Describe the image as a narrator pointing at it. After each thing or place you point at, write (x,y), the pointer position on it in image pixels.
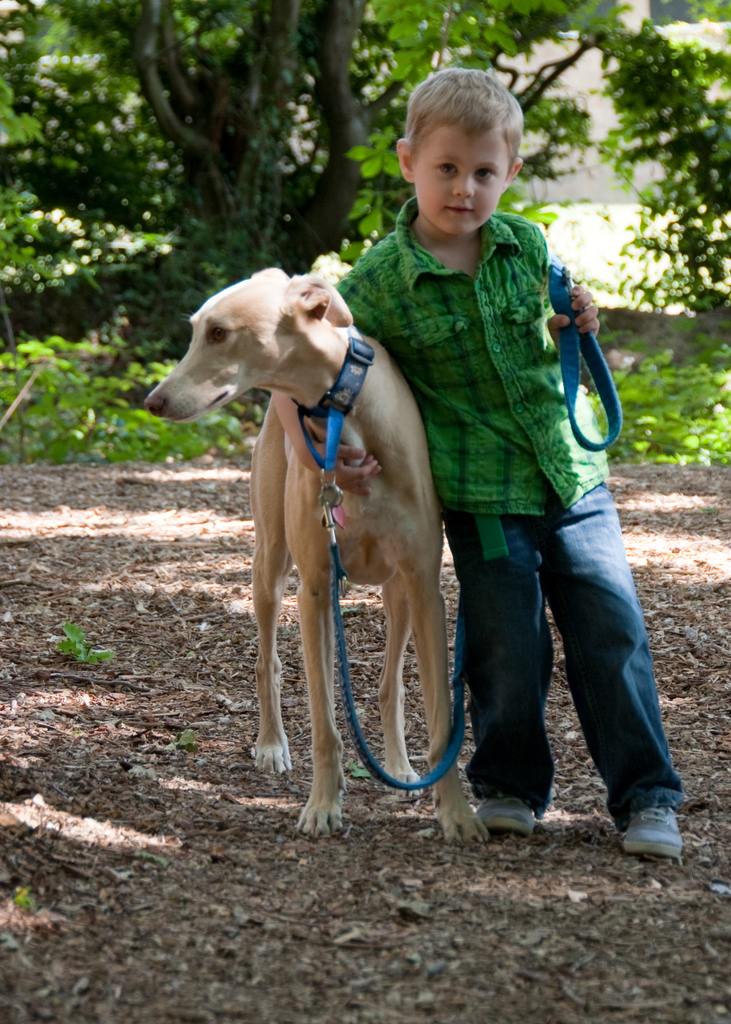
This is an outside view. there is a boy (469,334) wearing green color shirt (496,379), standing and holding a dog (374,428). There is a blue color belt (331,464) to the dog's neck (359,399). In the background (205,46) I can see the trees (258,120) in green color.
